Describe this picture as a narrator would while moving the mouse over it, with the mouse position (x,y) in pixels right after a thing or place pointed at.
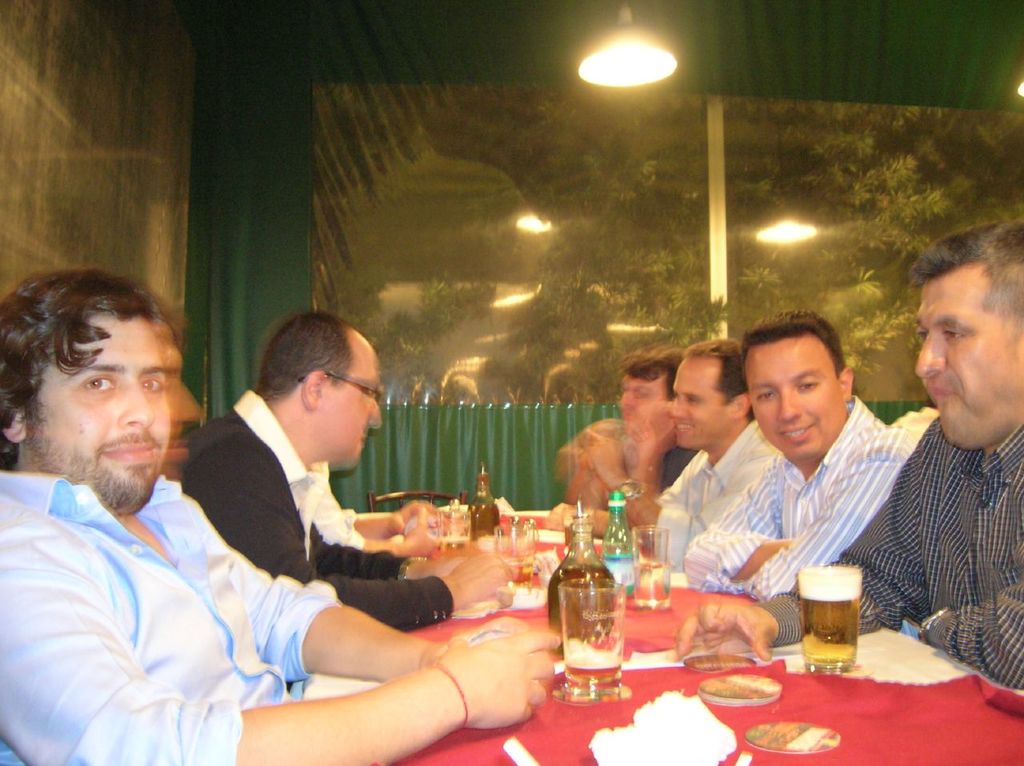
Few men (375,746) are sitting on the chair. On the table (640,628) we can see glasses (574,618), bottles (586,557), water bottle (623,521). Behind them we can see trees (567,199), light (649,65).
